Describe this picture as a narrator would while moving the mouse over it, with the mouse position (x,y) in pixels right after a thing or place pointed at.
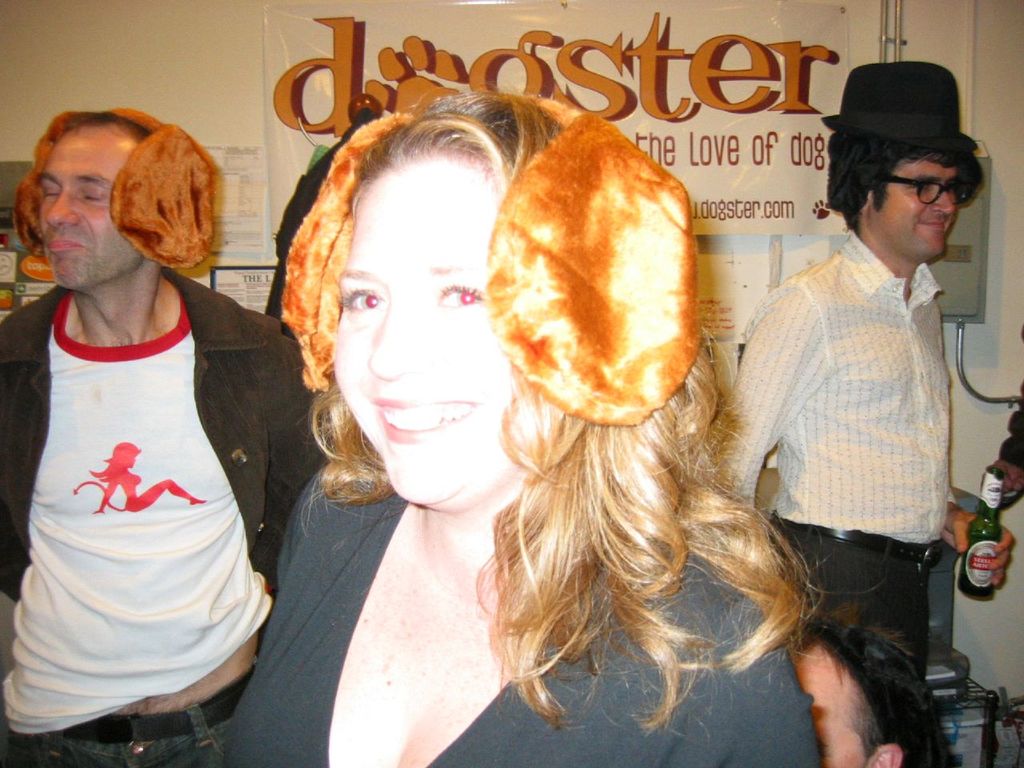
In this image, we can see a group of people (705,400). Here a woman (518,397) is smiling and seeing. On the right side of the image (899,392), a man (899,405) is holding a bottle (979,516) and wearing a hat (921,139) and glasses (941,190). He is smiling. On the left side (100,278), we can see a person (96,214) is closing his eyes (92,203). Background (767,172) there is a wall (1010,128), banners (671,125), posters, box (973,231), pipes (961,378).
